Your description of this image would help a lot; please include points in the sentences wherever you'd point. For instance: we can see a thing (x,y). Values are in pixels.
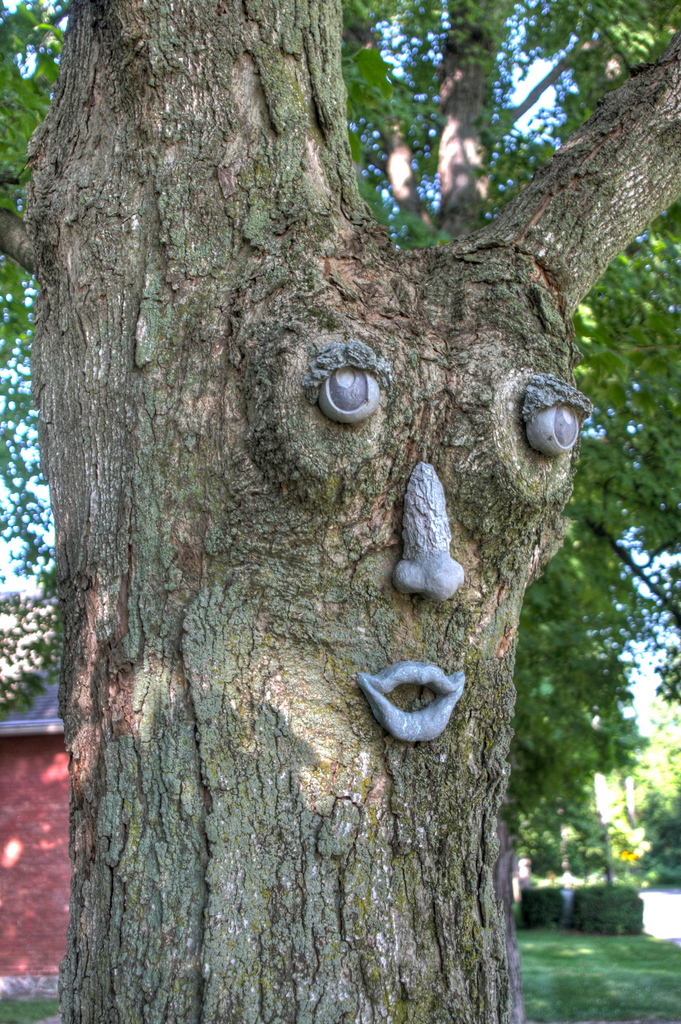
In this picture I can see there is a tree (384,312), it has eyes (363,403), nose (455,562) and a mouth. It has leaves (546,648) and there is grass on the floor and in the backdrop (37,933) there is a building (37,933) and the sky (590,425) is clear.
